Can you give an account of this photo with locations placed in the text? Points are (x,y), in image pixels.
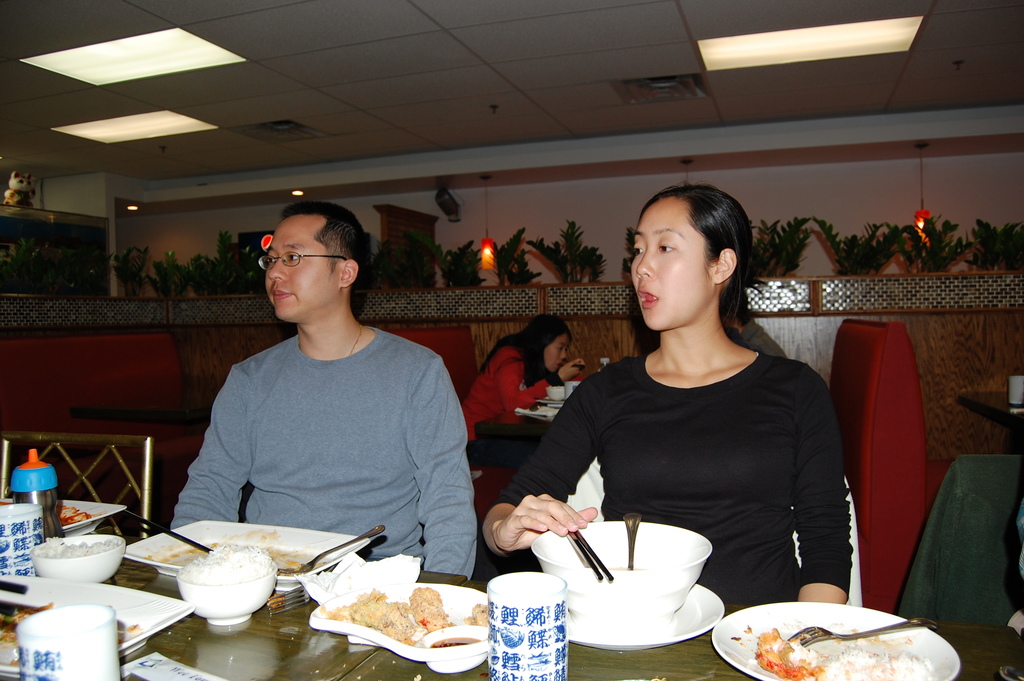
There is a man (404,384) and a woman (694,324) sitting in the foreground area of the image (304,447) in front of a table (190,630), there are mugs (518,615), bowls (240,584), food items (232,573) and plates (604,638). There are other people (482,378), plants (595,270), lamps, toy (20,203) and a wall (467,209) in the background (563,191).
